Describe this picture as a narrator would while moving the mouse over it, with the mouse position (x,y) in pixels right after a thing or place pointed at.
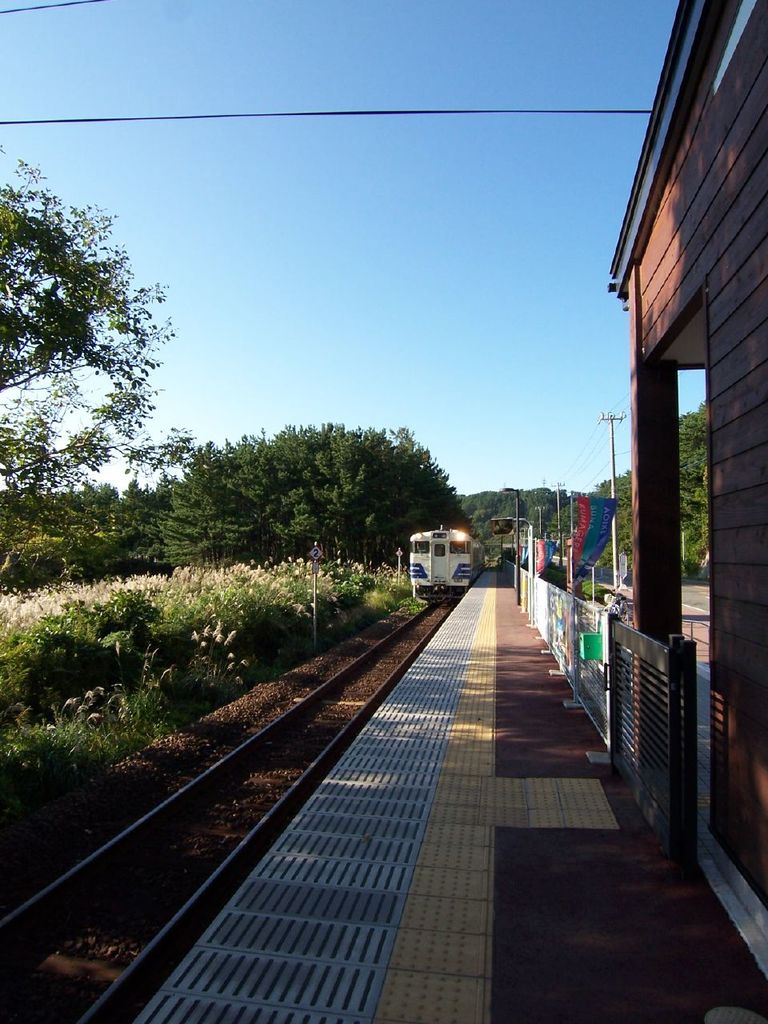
In this picture I can see the platform (477,672) in front (450,802) and I can see the track (326,687) on which there is a train (420,576). On the left side of this picture (236,539) I can see number of plants (19,737) and trees (78,325). On the right side of this picture (755,404) I can see a building (741,244), few flags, railing (632,642), 2 wires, a pole (612,416) and few more trees (683,460). In the background (609,408) I can see the sky (435,194).
